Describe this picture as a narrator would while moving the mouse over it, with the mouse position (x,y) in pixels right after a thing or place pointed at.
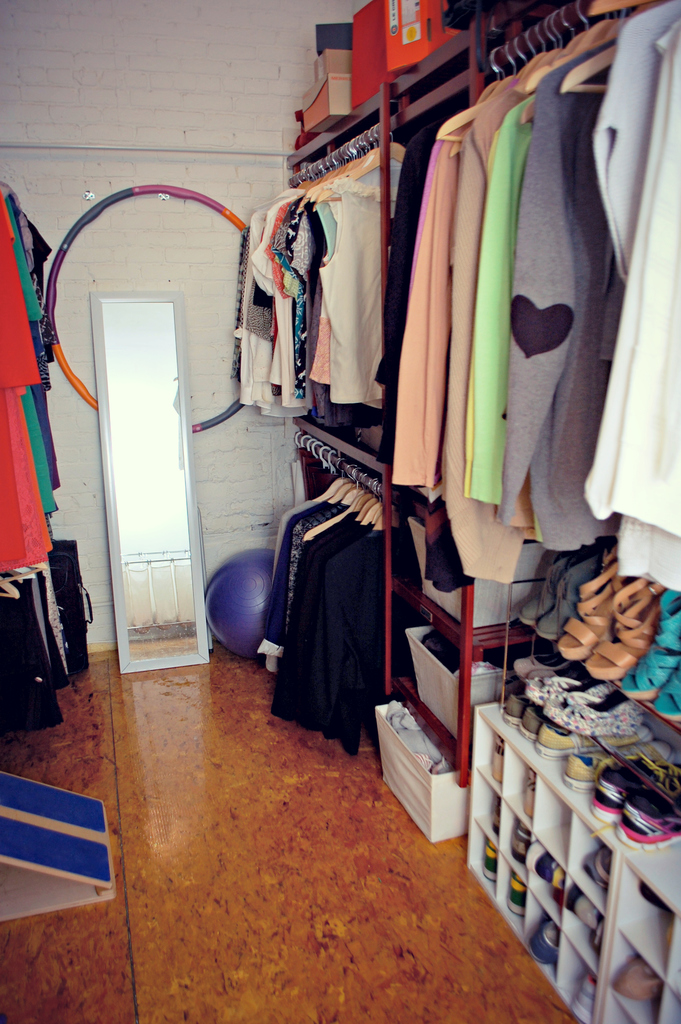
In this image, I can see clothes (324,286) hanging to the hangers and there are baskets (455,810) and footwear (581,757) in the racks (640,931). At the top of the image (370,83), I can see cardboard boxes (370,83) on top of a wooden object (427,72). On the left side of the image (27,486), there are few other clothes (51,661) and an object (98,864) on the floor (44,916). There is a mirror (174,554), an exercise ball (211,599) and a hula hoop (93,207) hanging to a wall (176,242).
